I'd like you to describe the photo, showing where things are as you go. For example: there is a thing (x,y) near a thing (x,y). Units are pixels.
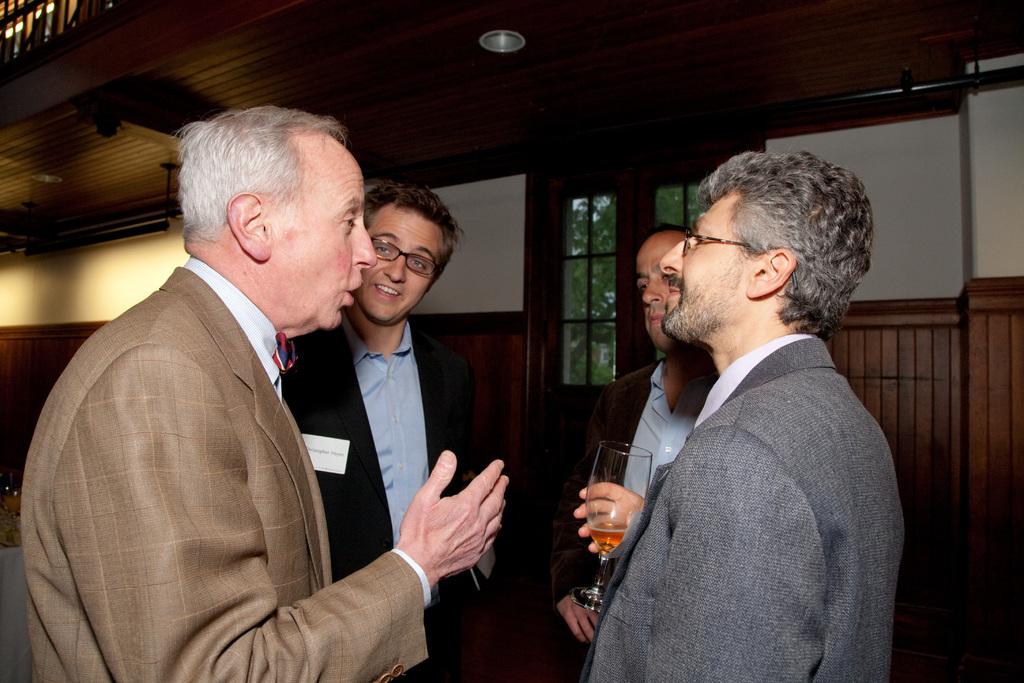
This picture is clicked inside the room (584,164). In the center (383,339) we can see the group of men (711,378) wearing blazers (354,415) and standing and we can see the glass of drink (641,487). At the top (282,24) there is a roof (421,97) and we can see the wall (925,286) and the doors (588,318) in the background (579,232) and through the doors (609,215) we can see the trees (607,226) and some other items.
